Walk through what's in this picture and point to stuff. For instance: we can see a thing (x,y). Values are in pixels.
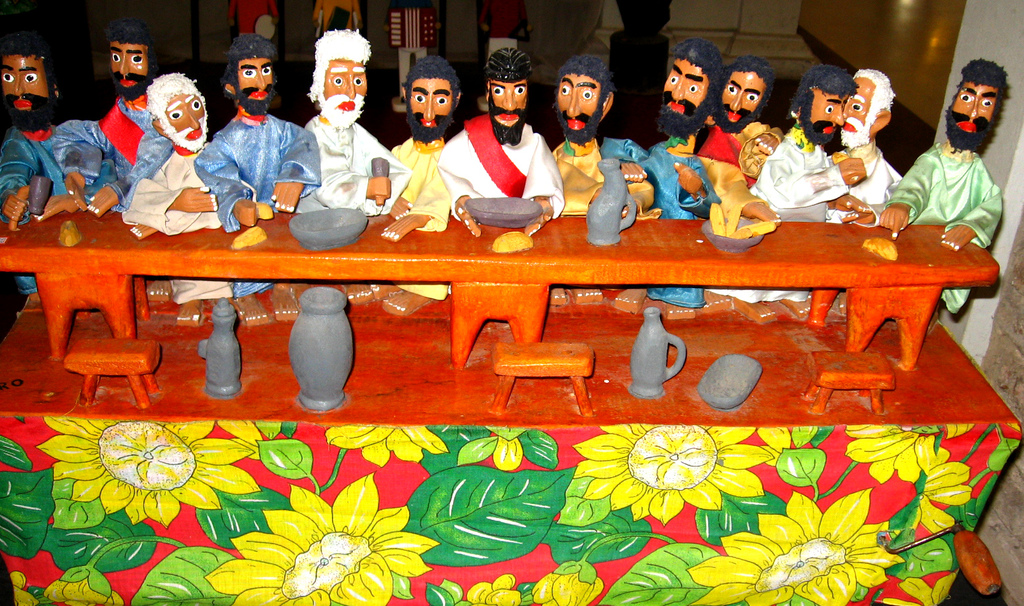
In this image I can see the miniature (113,251) of a bench (118,279) which is brown in color and few persons (519,180) sitting around the bench (75,273) and on the bench (717,250) I can see few bowls (734,247) and few other objects (760,231).
